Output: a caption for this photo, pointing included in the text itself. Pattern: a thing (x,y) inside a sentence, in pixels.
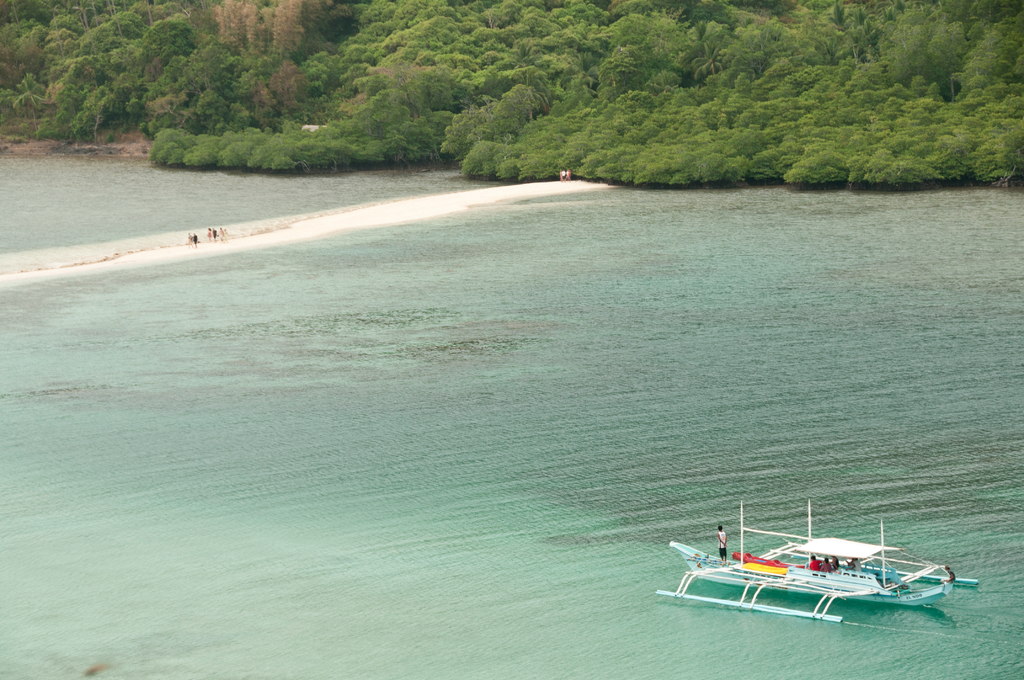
In this image at the bottom (322,553) there is water (578,514), in the water (738,546) there is one boat (864,552) and in the boat (806,556) there are some persons (855,563). And in the background (423,111) there are some trees (545,66) and mountains (583,150), and also there are some persons (559,176) and a walkway (248,245).
